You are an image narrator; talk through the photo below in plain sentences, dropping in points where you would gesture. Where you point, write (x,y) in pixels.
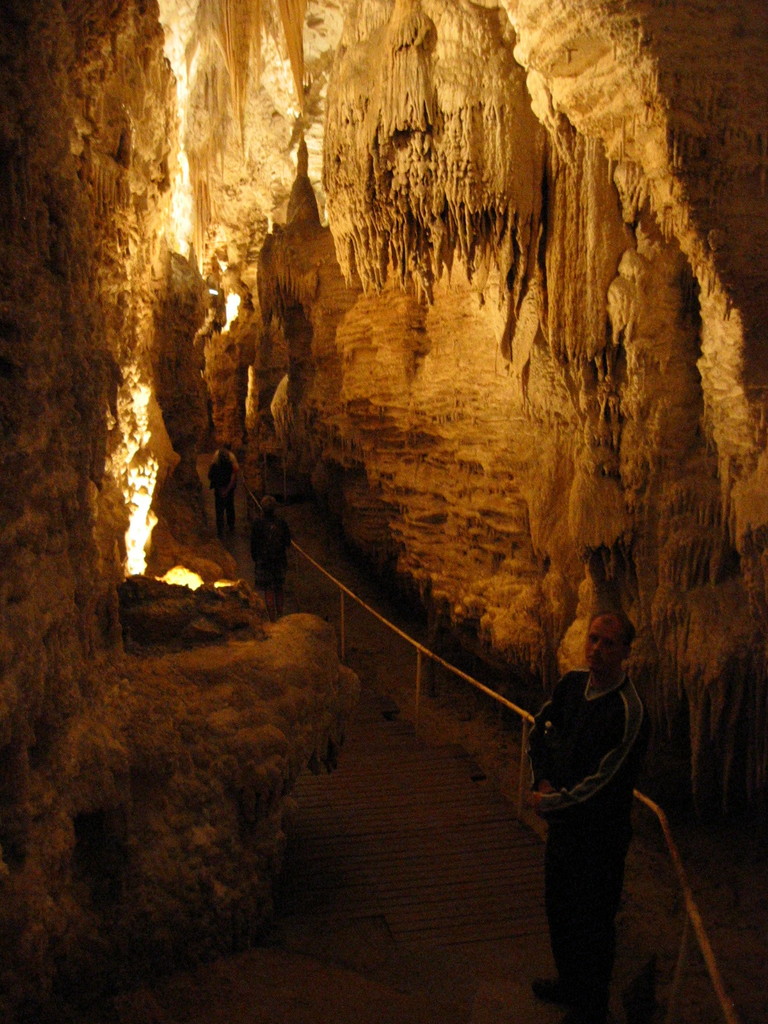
Inside a cave (156,497) there is a path (456,772) to walk through it and few people (269,547) are walking on that path (360,980).
